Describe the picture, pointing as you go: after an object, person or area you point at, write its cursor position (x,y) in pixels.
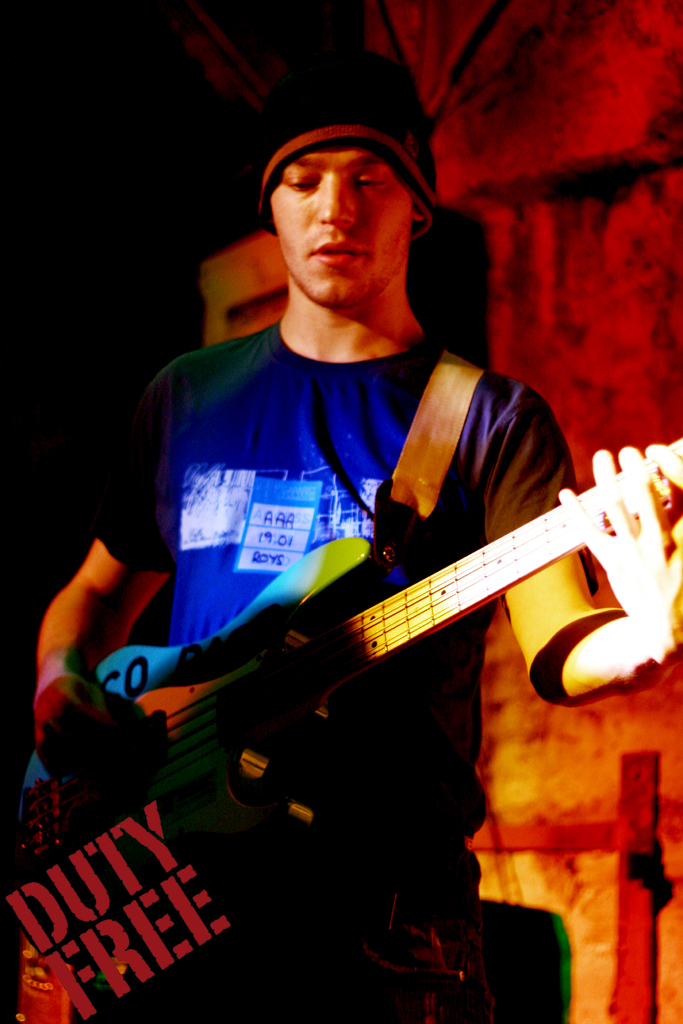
The man (333,184) in blue t-shirt (262,449) is playing a guitar (315,688).
